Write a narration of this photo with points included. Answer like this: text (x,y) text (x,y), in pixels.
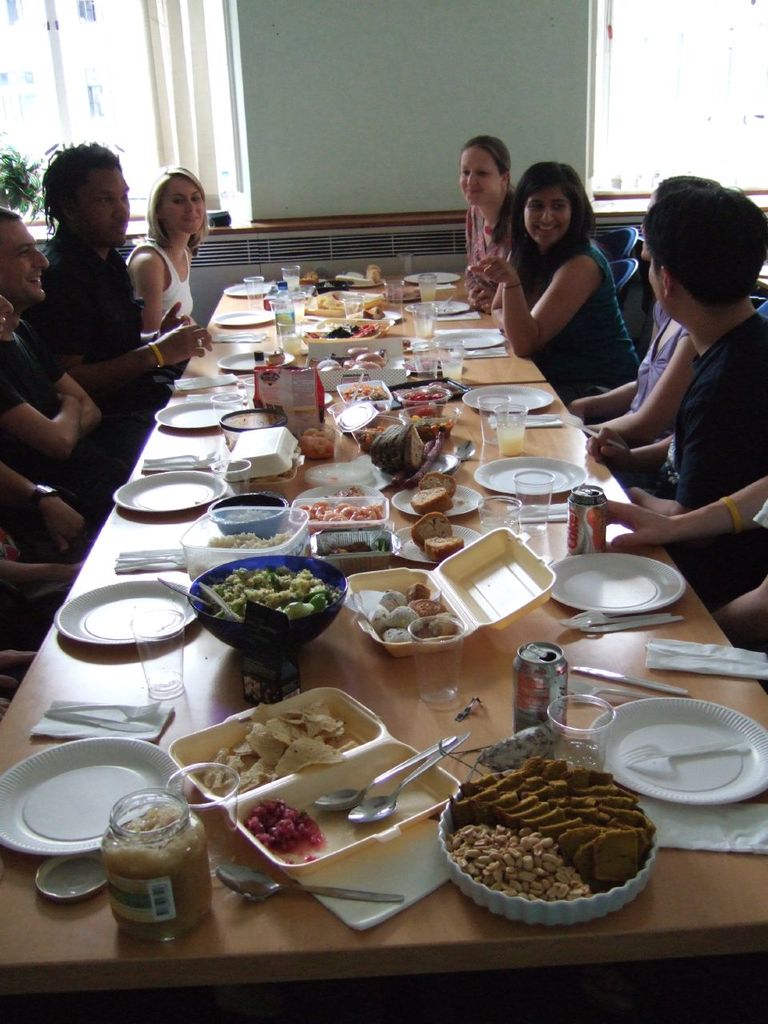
In this image I see few persons (759,230) sitting on the chairs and there is a table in front of them, I can also see there are lot of plates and bowl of food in it.
